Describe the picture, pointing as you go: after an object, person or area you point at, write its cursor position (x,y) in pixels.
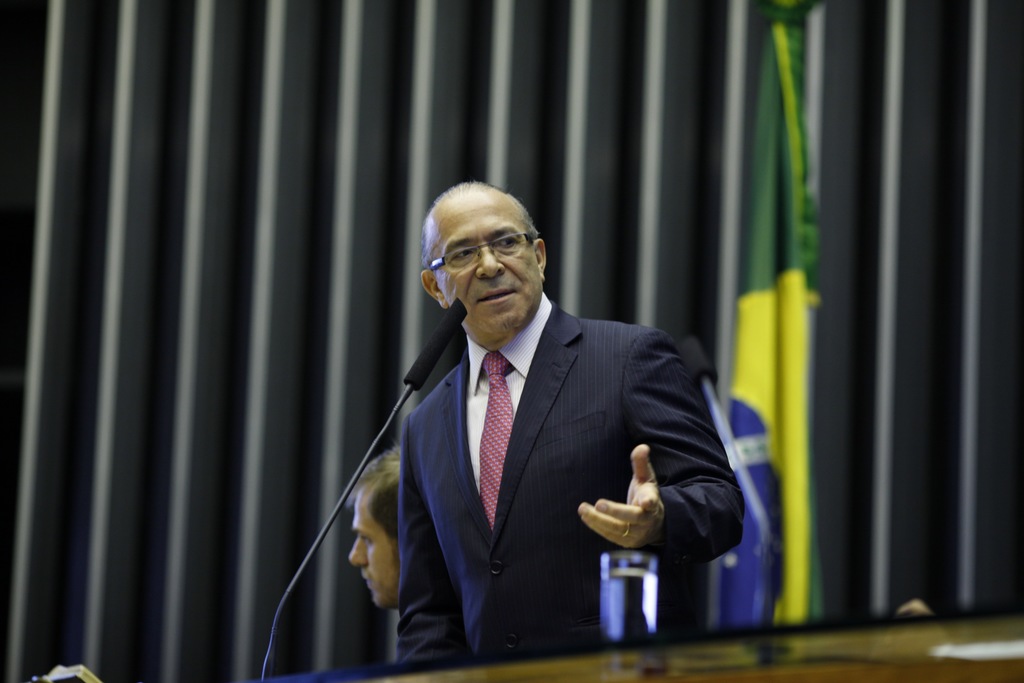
in this image we can see a person (566,346) wearing spectacles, coat (519,439) and tie (503,440) is standing. In the foreground (430,352) we can see a microphone (424,366) and a glass (634,619). In the background (781,281), we can see flag (769,386), person (379,574) and curtains (351,186).
